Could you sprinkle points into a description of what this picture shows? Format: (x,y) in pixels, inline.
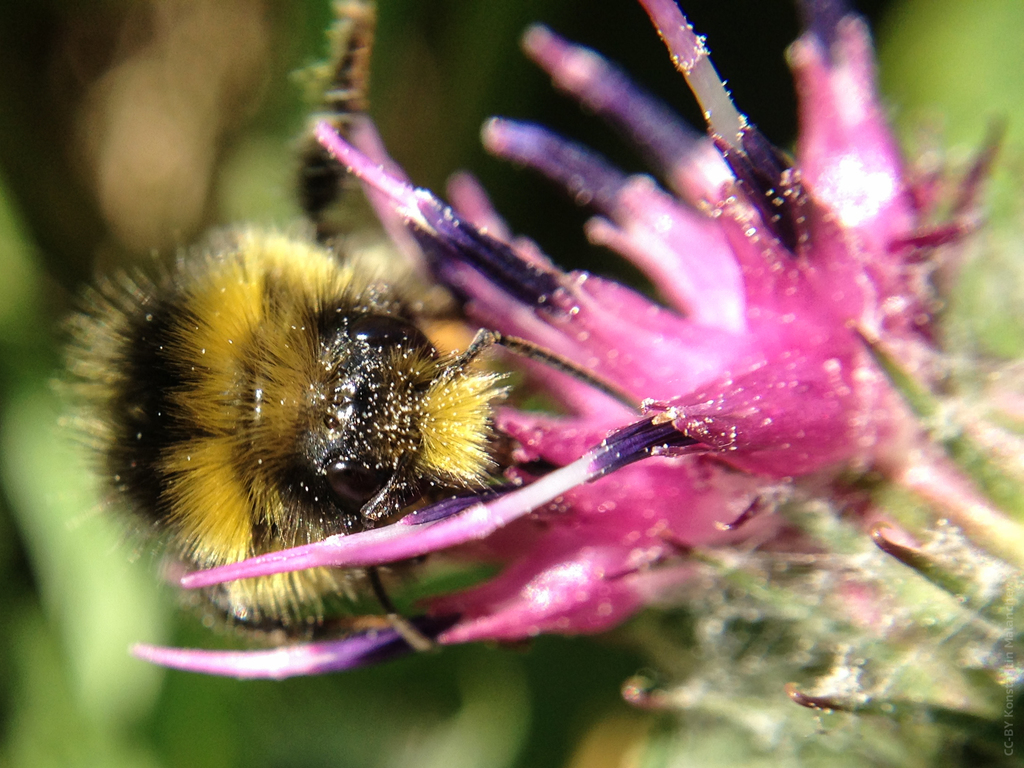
In this image in the foreground (778,482) there is one flower (703,481), on the flower (577,594) there is one bee (271,458). In the background (120,546) there are some plants (640,667).
